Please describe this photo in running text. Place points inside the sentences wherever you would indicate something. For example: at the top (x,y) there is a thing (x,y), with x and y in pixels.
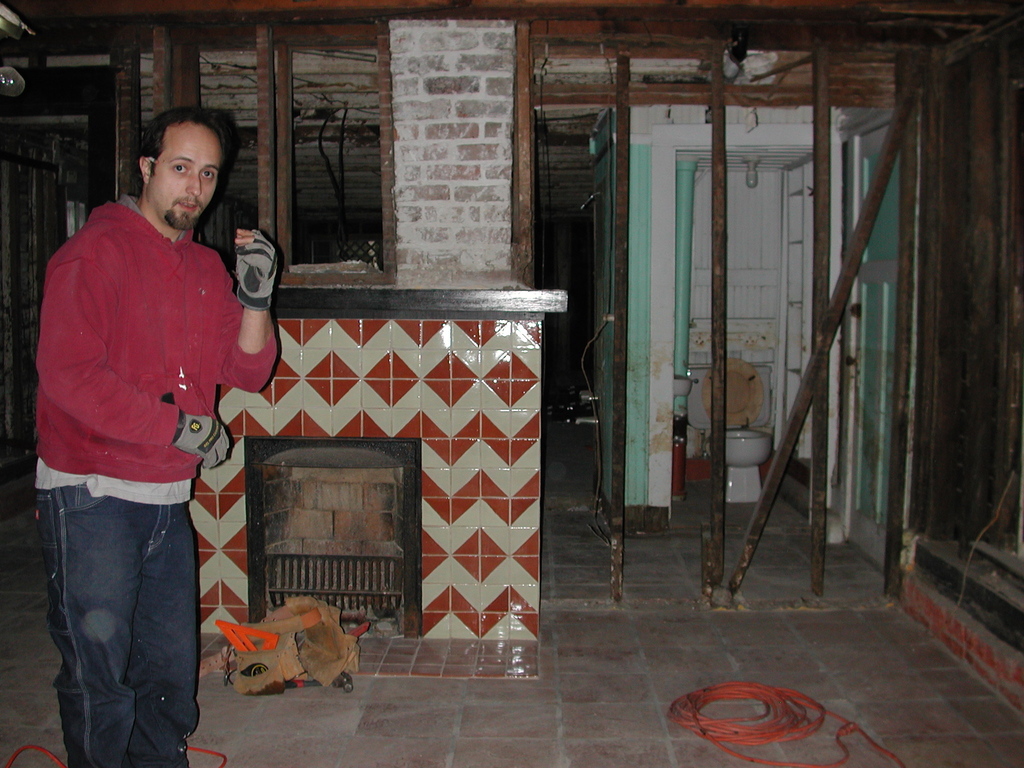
On the left side of the image (178,424) we can see one person (265,375) standing and he is wearing gloves (216,452). In the background (469,239) there is a building (862,283), wall (1004,676), toilet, bulbs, poles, woods (907,508), wires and a few other objects (328,673).
